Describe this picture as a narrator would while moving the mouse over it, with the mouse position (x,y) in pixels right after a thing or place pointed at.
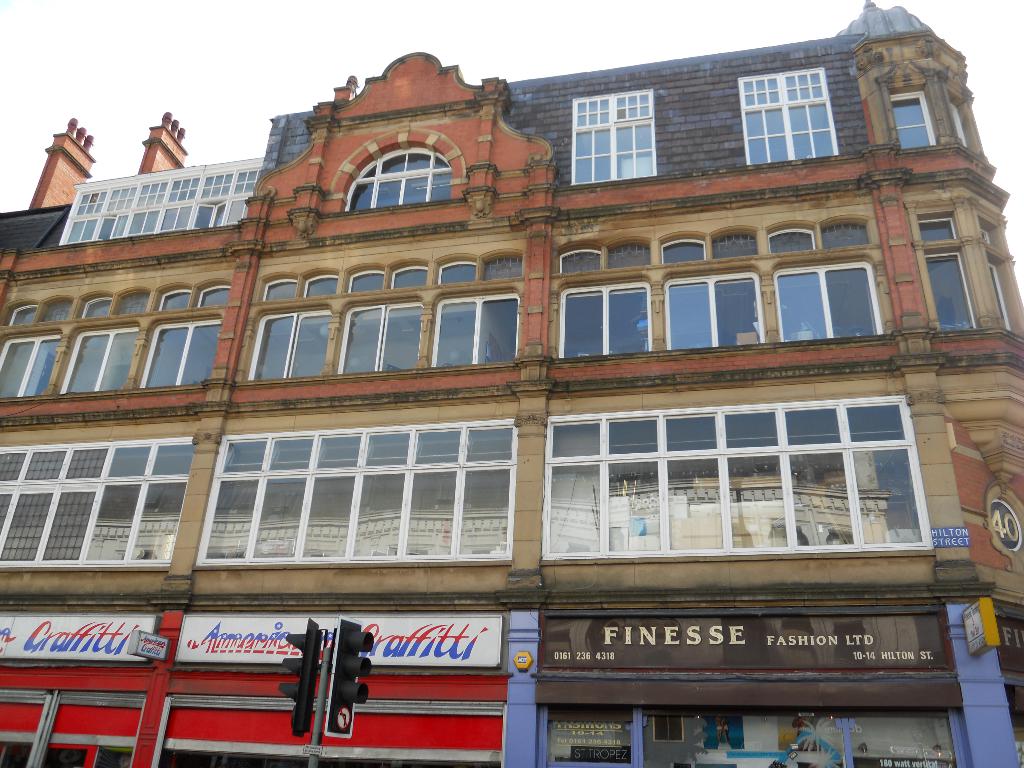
The picture consists of a building (792,112), the building (396,482) has glass windows (691,448). In the foreground (326,685) there are signal lights (345,676) and hoardings (57,629). Sky (233,29) is cloudy.
